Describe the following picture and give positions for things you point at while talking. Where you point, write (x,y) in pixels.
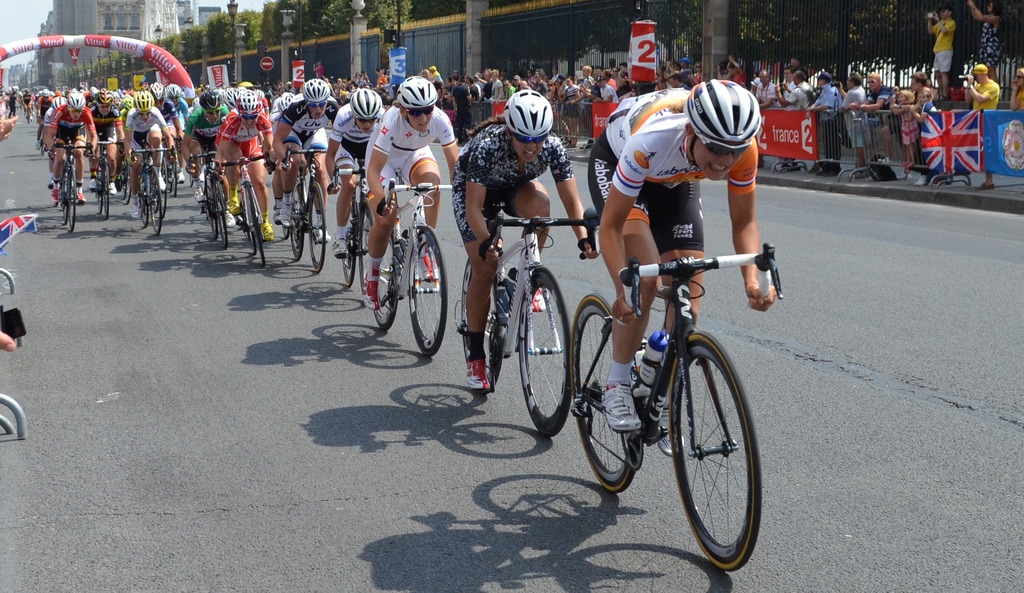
The picture is taken on the streets (35,289) of a city (143,167). In the center of the picture (488,203), on the road (5,371) there are many people (60,111) riding bicycles (311,243). On the left (8,344) there are flag (11,221) and people (8,118). In the background (605,76) there are people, flags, banners (393,54), street lights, poles (289,35), trees (312,35) and fencing (536,64). In the background (110,28) towards the left (122,7) there are buildings (106,13). Sky (31,29) is sunny.
